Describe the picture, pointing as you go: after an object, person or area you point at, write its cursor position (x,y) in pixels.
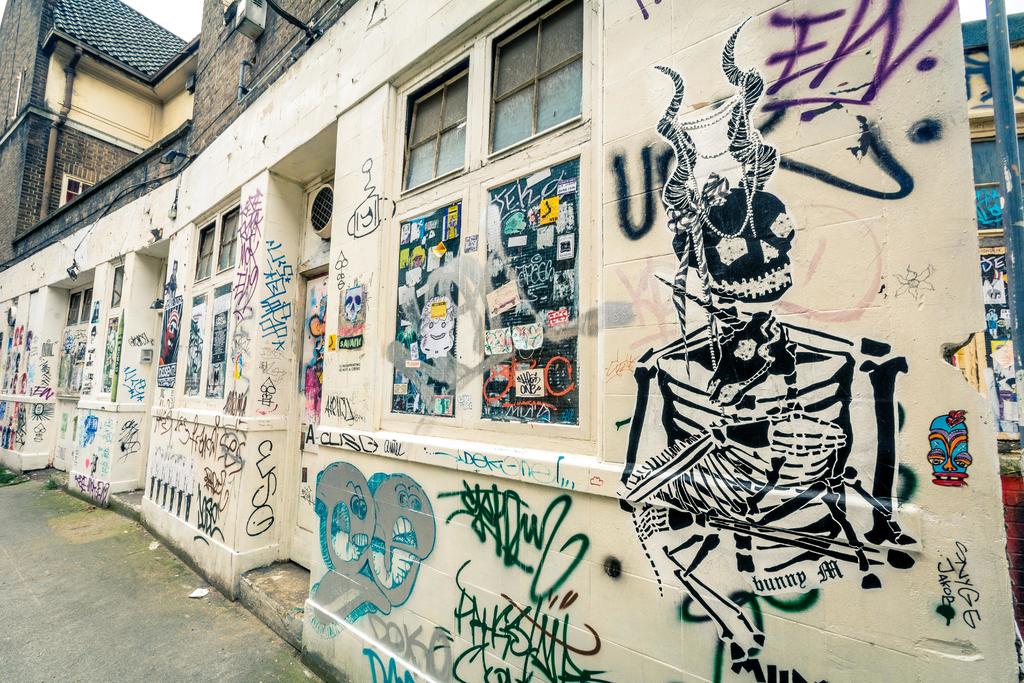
In the image there is a street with a lot of paintings (776,293) on the walls (148,345), above those walls (175,179) there is a building (14,122).
